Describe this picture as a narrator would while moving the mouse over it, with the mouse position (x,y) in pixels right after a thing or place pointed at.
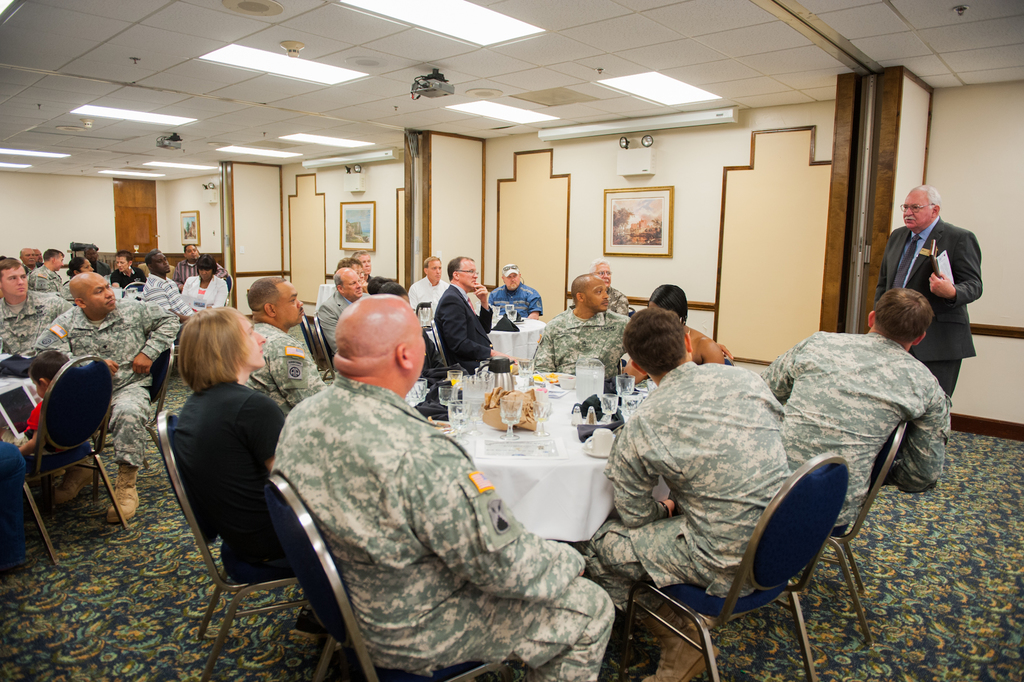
There are people (344,264) sitting on chairs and this man (943,377) standing and holding an object (931,250). We can see glasses (471,419) and objects (592,412) on tables (574,432). In the background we can see frames (186,217) on the wall (555,181). At the top (626,174) we can see lights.
